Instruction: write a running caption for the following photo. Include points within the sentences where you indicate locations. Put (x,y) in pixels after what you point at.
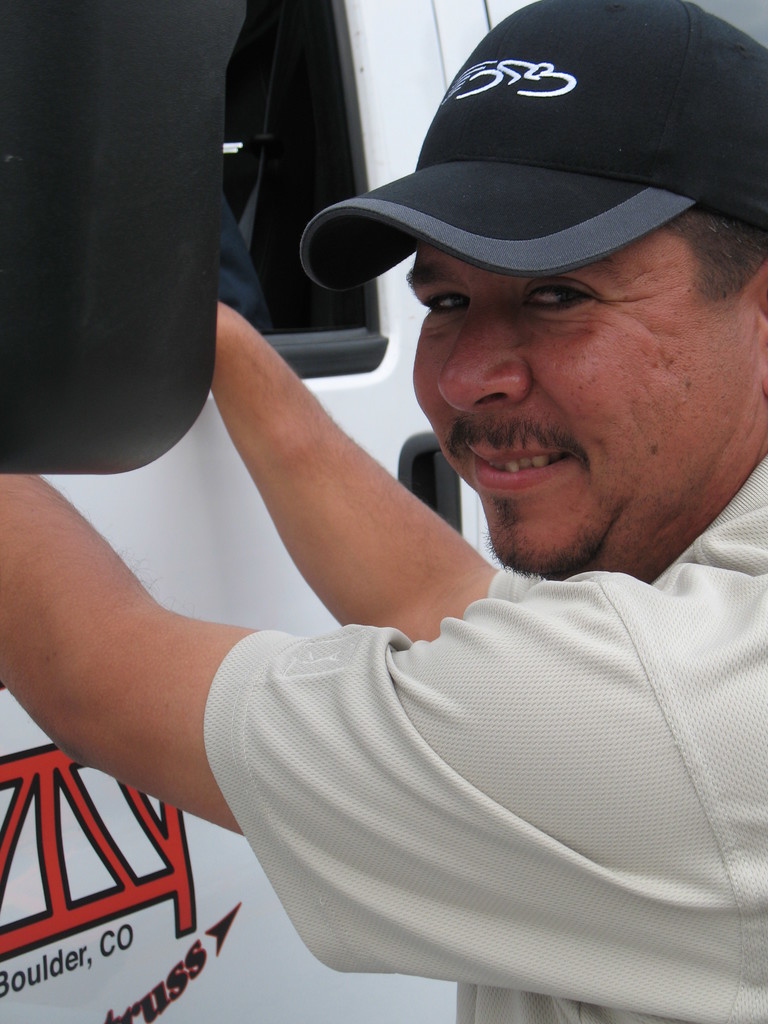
In this picture we can see a person (540,808), he is wearing a cap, beside this person (340,744) we can see a vehicle (33,775).
